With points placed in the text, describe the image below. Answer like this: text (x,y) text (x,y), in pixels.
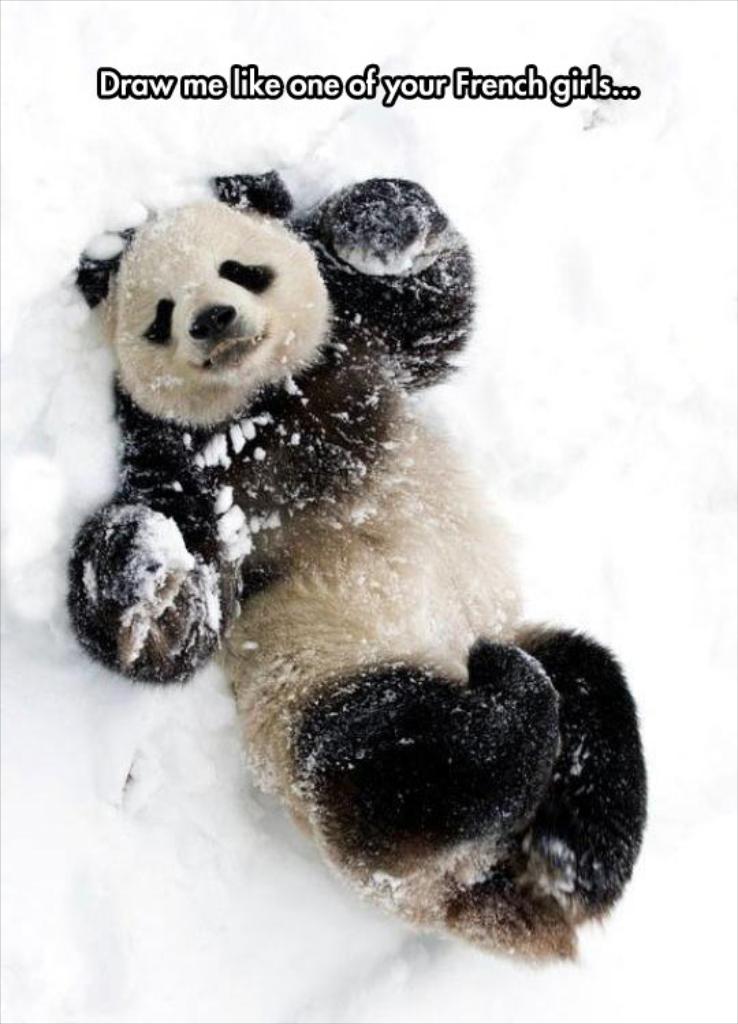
In the center of the image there is a panda (241,190) on the snow (136,164).
